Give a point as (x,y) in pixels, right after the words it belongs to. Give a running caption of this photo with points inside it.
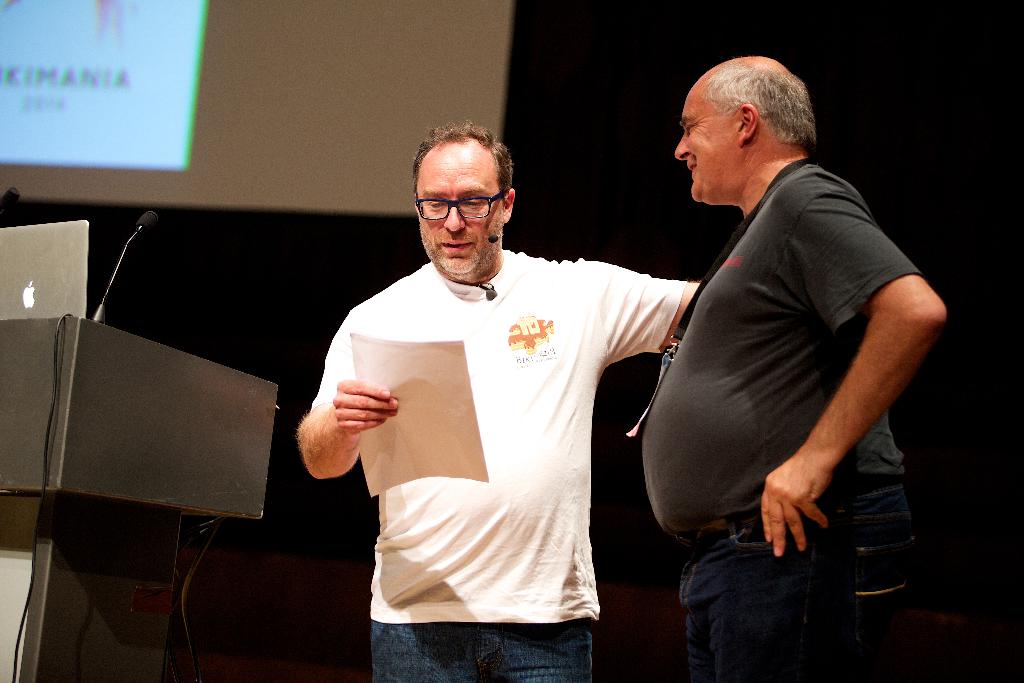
In the center of the image (408,324) there are two persons (582,328) standing. In the background of the image (359,158) there is a screen (382,40). To the left side of the image (18,299) there is a podium (116,386), there is a laptop (79,309) on it.
